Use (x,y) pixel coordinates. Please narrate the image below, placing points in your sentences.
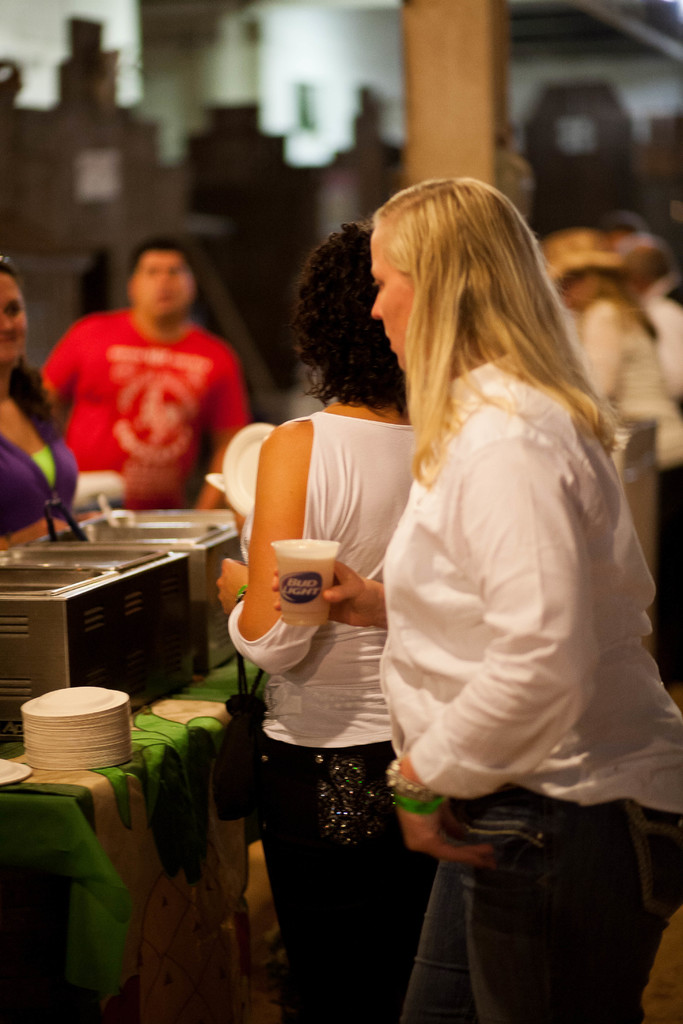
There are people (465,570) standing and some objects (219,566) on the table (134,796) in the foreground area of the image (347,343) and the background (672,133) is blurry.
